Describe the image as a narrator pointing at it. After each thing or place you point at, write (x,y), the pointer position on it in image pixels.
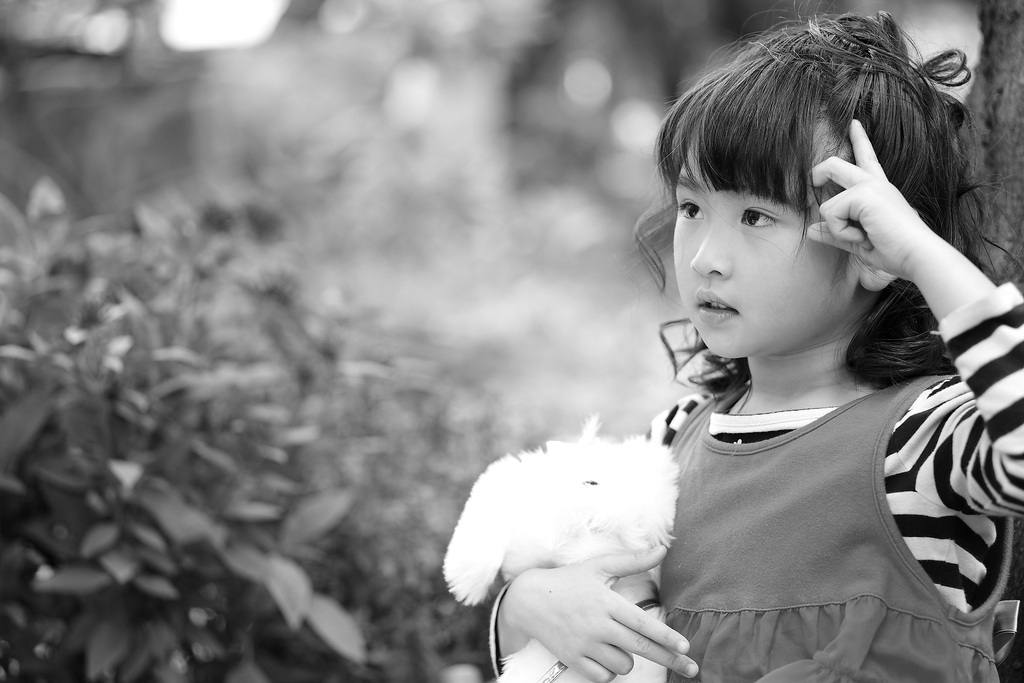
In this picture we can see a girl (814,325) holding a toy (586,474) with her hand (591,653). In the background (441,547) we can see leaves (291,317) and it is blurry.
